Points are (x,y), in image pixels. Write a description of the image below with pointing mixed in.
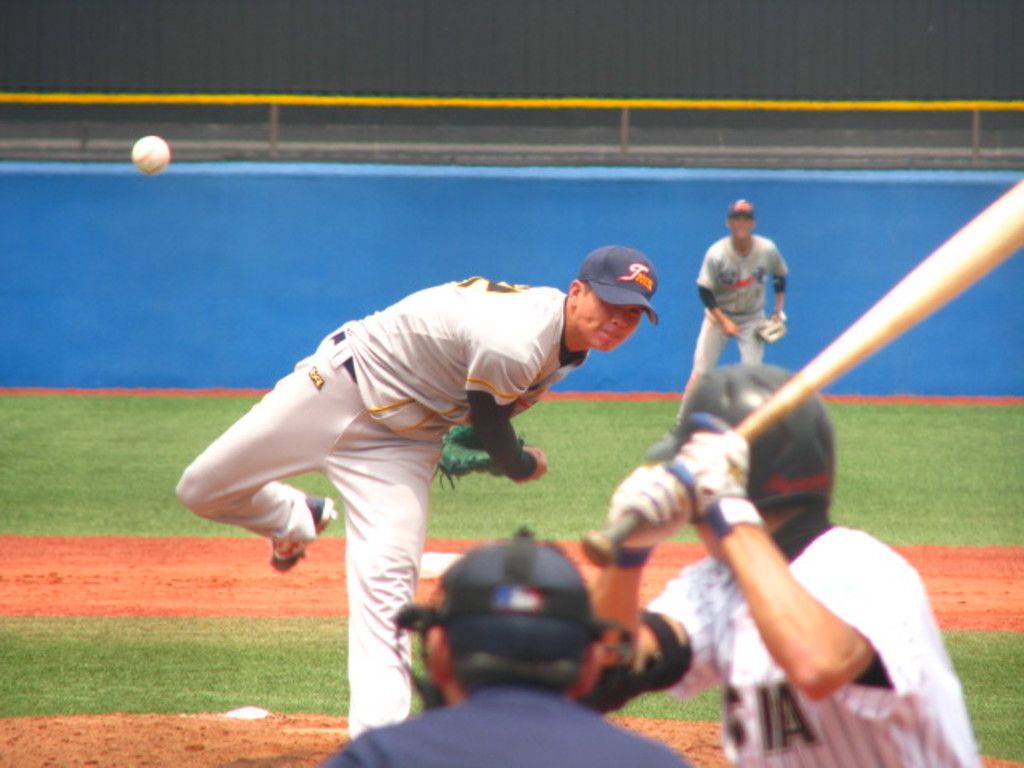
In the middle of the image (428,507) few people (824,666) are playing baseball. Behind them there is grass (965,508) and fencing (163,259).
